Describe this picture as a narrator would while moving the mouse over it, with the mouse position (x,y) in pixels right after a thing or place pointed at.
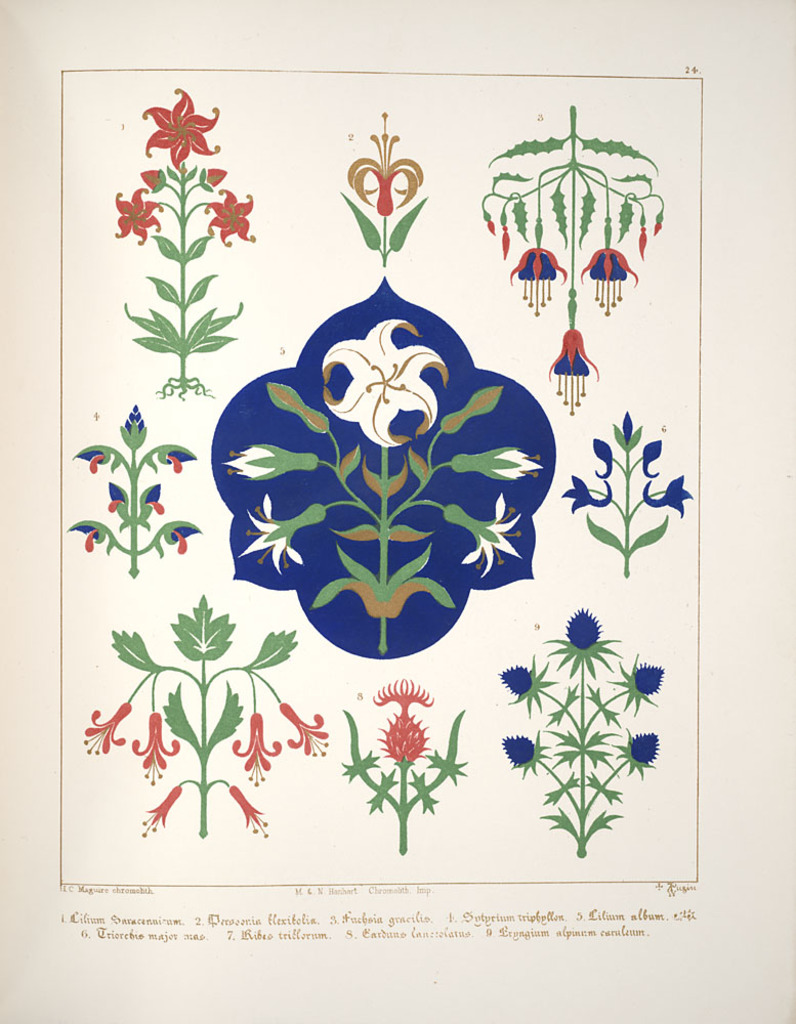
In this picture we can see paintings (528,392) and text (394,891).
